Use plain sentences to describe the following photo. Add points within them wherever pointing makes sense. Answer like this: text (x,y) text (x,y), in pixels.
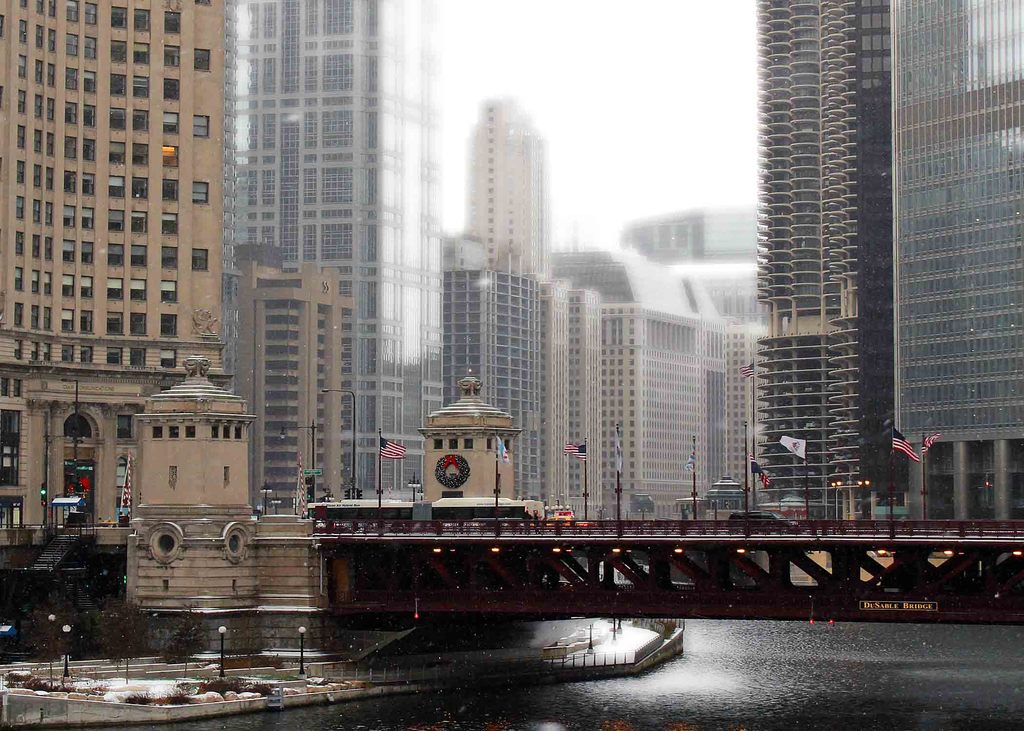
In this image we can see a bridge (626,559), water (358,714), flags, plants (40,637), steps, traffic signal poles (353,439) and objects (67,519). In the background (421,179) there are buildings (725,257), windows (84,223), glass doors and sky (549,136).
